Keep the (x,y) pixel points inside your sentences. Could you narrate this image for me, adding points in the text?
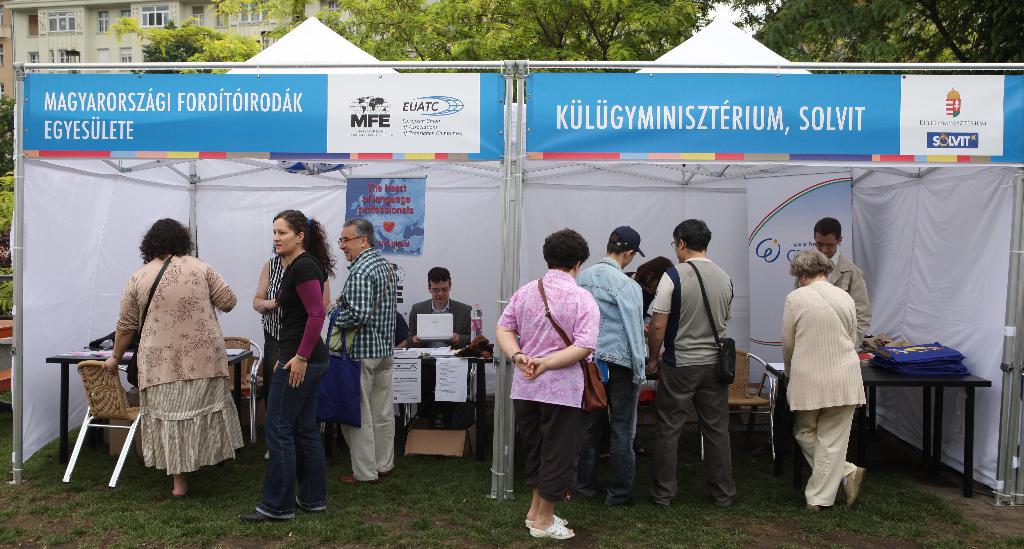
In this image there is grass (485,539) in the foreground (668,521). There is a stall (985,403). There are people (540,401). There are laptops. There are chairs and tables (428,348). There are trees (187,59) and buildings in the background (14,58).
